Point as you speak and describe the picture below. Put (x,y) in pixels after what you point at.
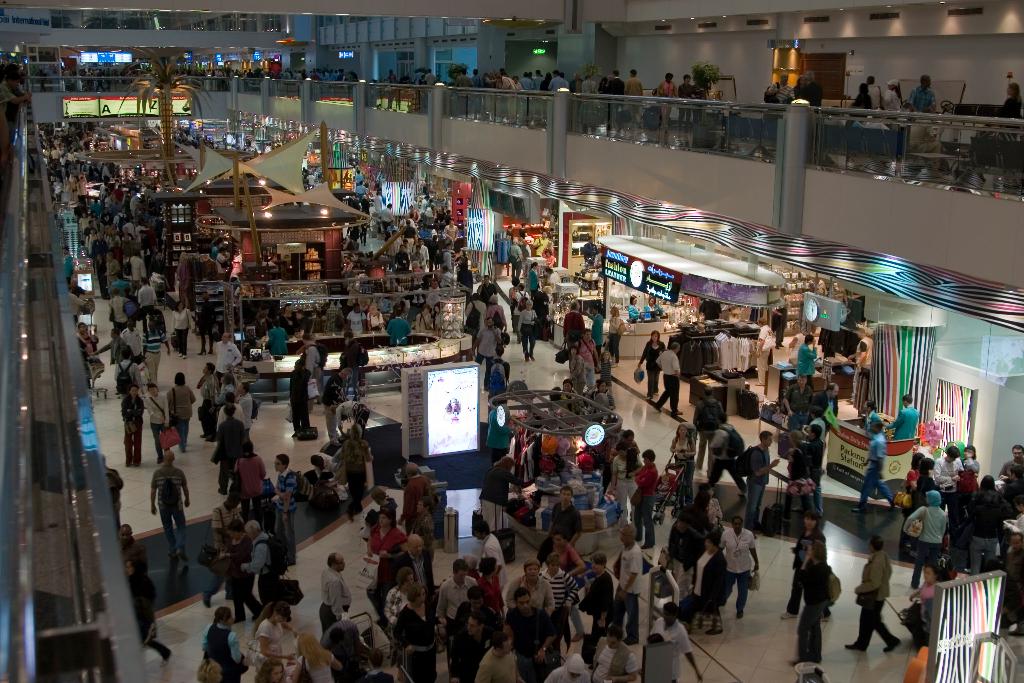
In this image we can see persons (525,586), stores (617,280), advertisements (447,447), cloth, lights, tree (161,84), railing (22,286), pillars (555,135), doors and wall (58,100).
